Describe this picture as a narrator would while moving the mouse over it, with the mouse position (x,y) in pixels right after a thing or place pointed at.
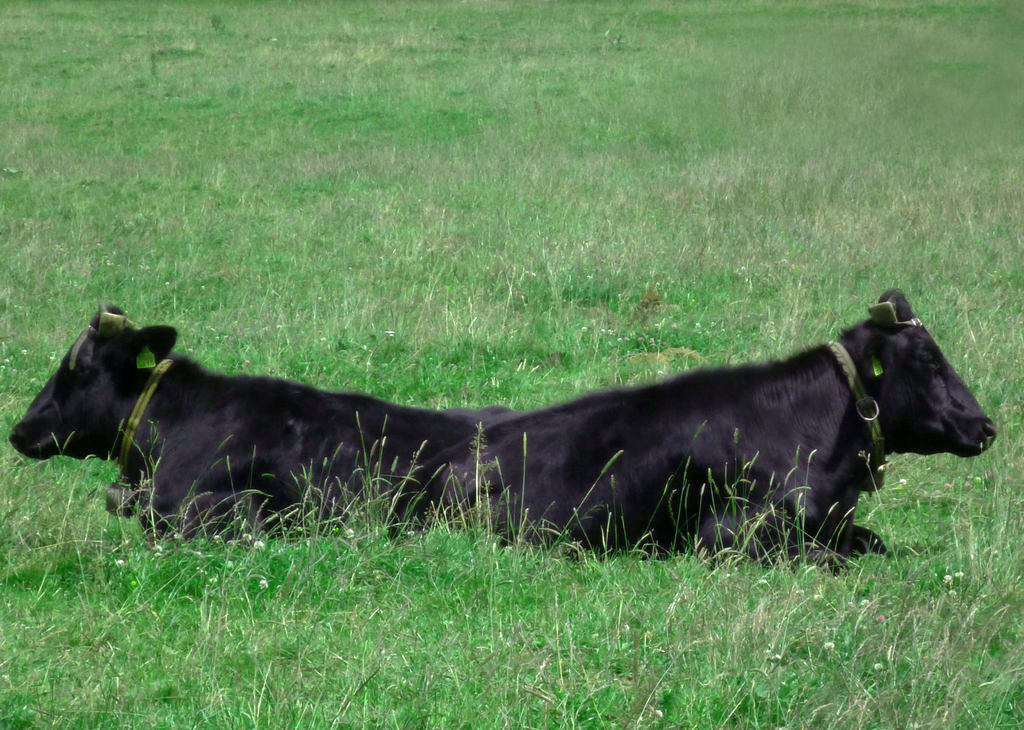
In the foreground of this picture (599,524), there are two cows (471,425) sitting on the grass (523,630).
